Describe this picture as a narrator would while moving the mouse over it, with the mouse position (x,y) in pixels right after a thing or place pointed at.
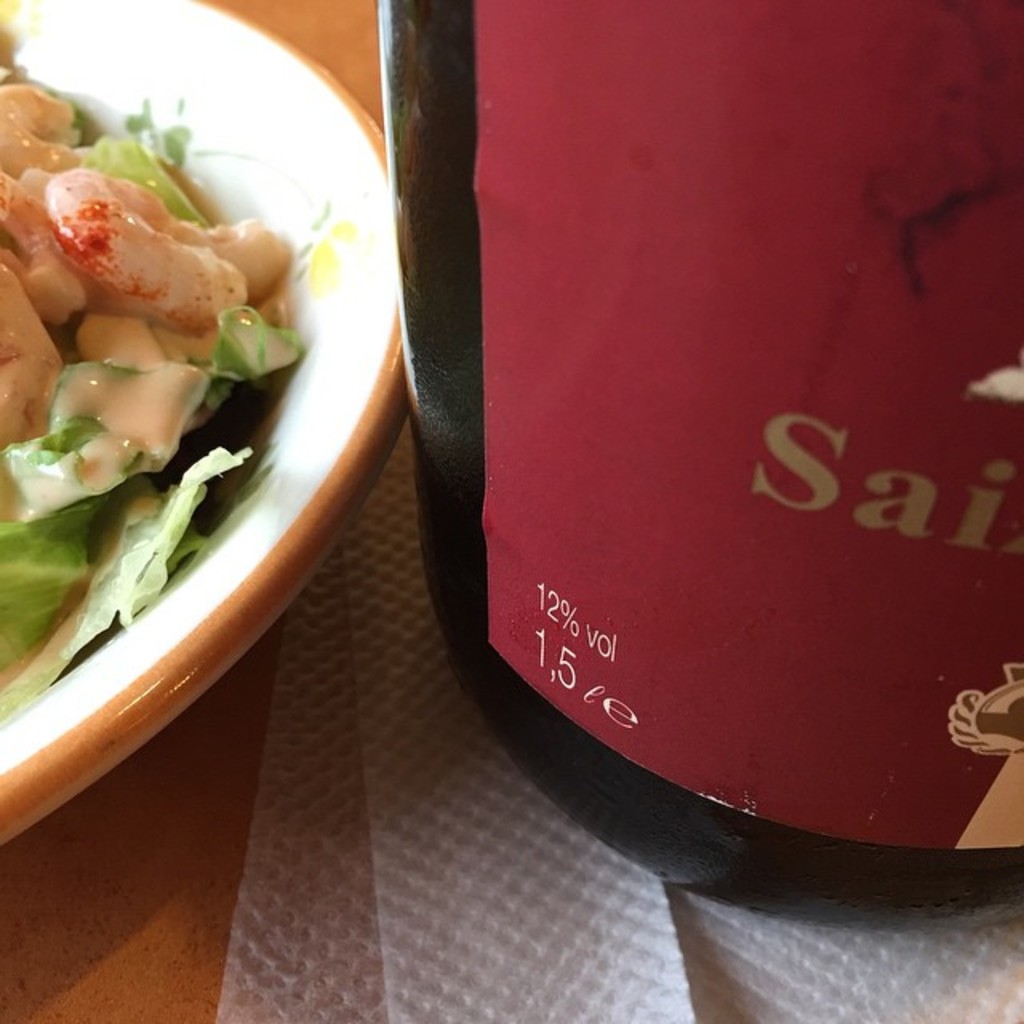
In the image there is a food item (227,247) served in a bowl (269,69) and beside the bowl (316,461) there is a bottle (738,563) kept on the tissues (487,918).
